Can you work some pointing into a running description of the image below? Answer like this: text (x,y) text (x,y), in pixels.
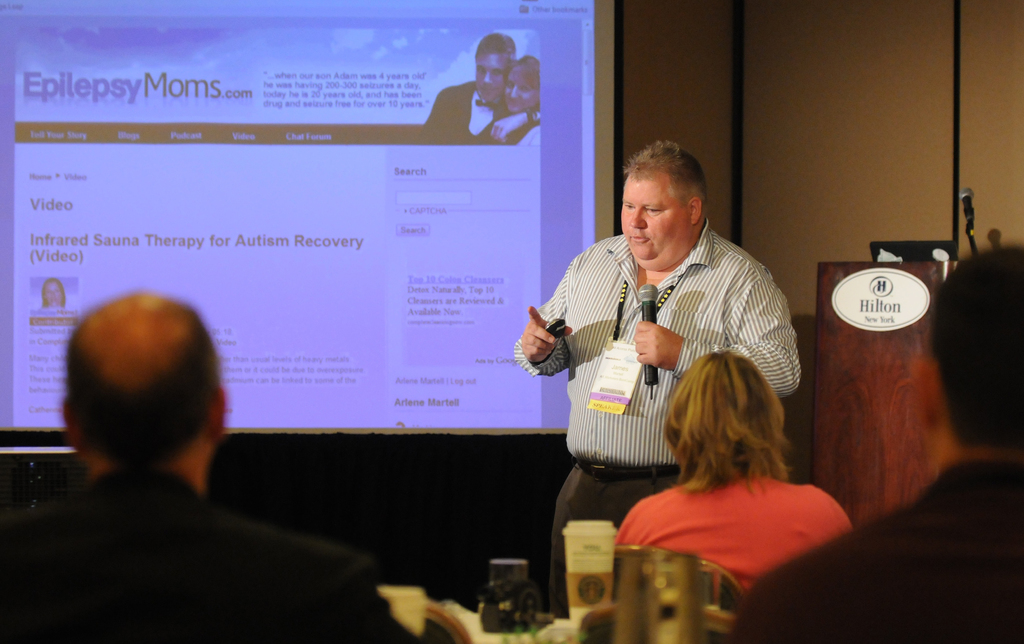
In this image we can see a person (691,261) holding a microphone (653,368) and we can also see a screen (232,213), people (312,588), podium (822,354) and some other objects (651,606).
